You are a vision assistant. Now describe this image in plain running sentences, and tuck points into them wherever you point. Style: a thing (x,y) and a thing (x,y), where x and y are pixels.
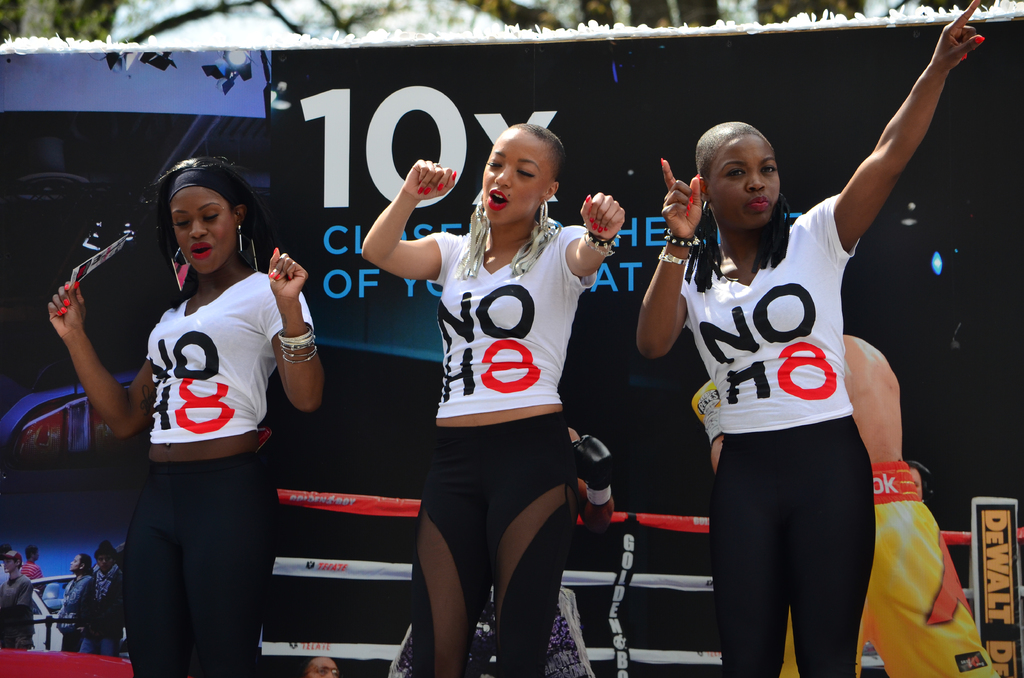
In the foreground (490,431) I can see three persons (562,407) are performing a dance on the floor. In the background (574,590) I can see a poster (204,98), board (988,460), fringe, trees (117,28) and the sky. This image is taken may be during a day.
